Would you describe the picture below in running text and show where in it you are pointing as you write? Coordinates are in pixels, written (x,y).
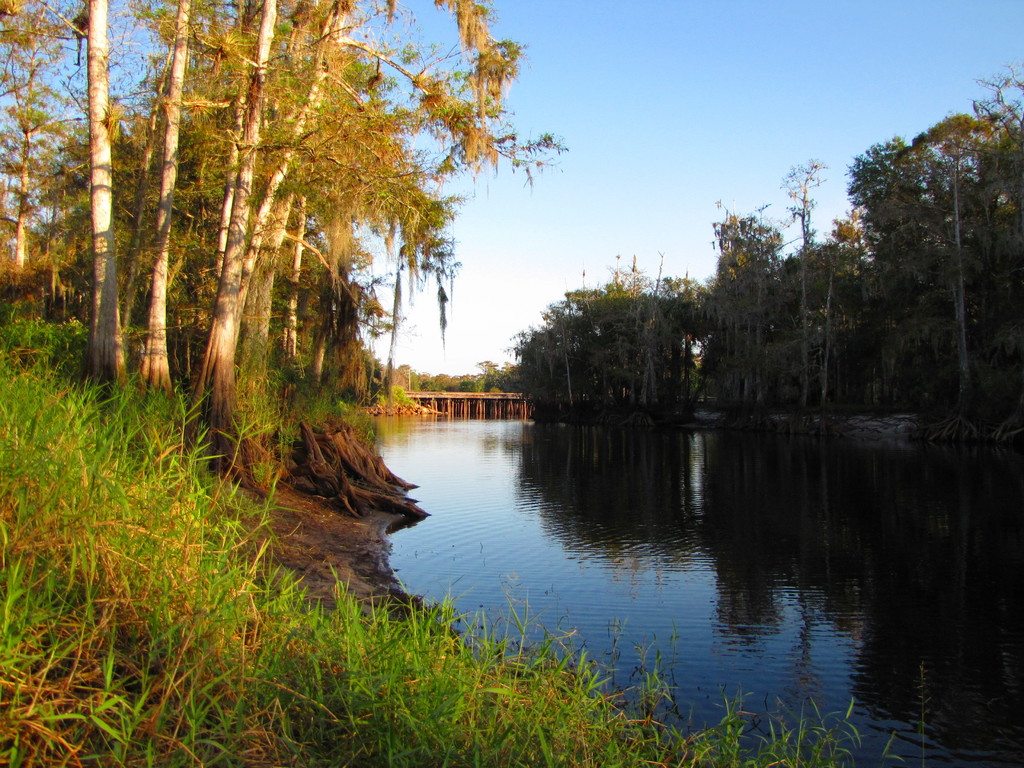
In the foreground (214,624) I can see grass (6,457), water (581,604) and trees (402,487). In the background (451,397) I can see a bridge (484,413). On the top (554,170) I can see the sky (534,178). This image is taken during a day.
